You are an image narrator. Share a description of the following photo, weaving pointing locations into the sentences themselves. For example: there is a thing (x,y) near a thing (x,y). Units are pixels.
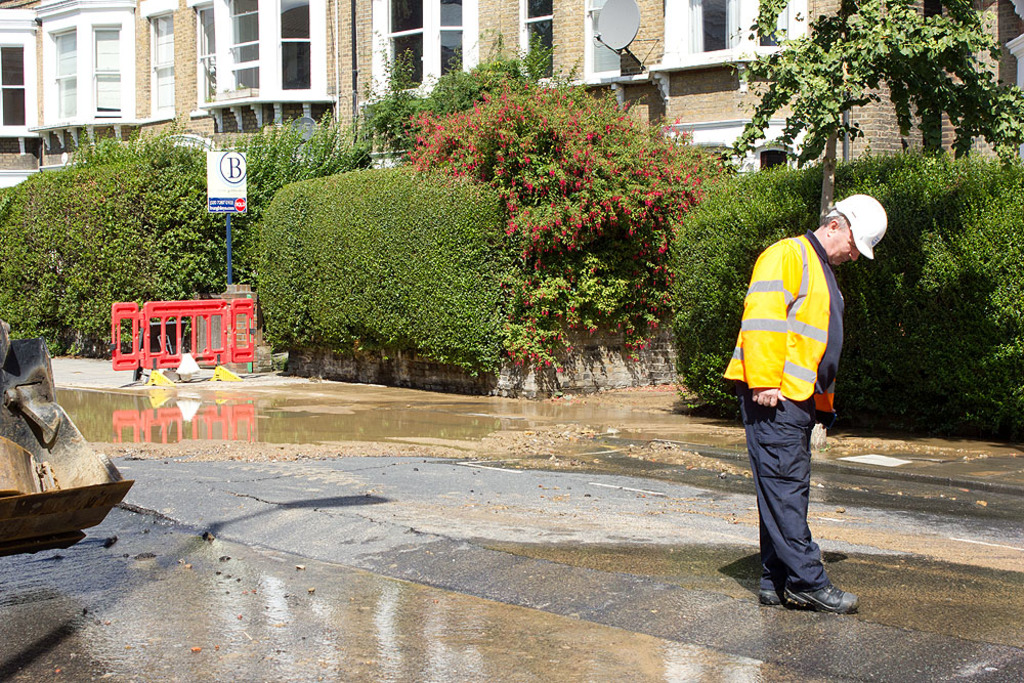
In the picture i can see a person (802,314) wearing yellow color jacket (742,334), white color cap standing on road (142,617), on left side of the picture (217,351) i can see barricade (197,352) there are some plants (237,247) and in the background of the picture (593,80) there are some trees (910,16), buildings (425,42).
